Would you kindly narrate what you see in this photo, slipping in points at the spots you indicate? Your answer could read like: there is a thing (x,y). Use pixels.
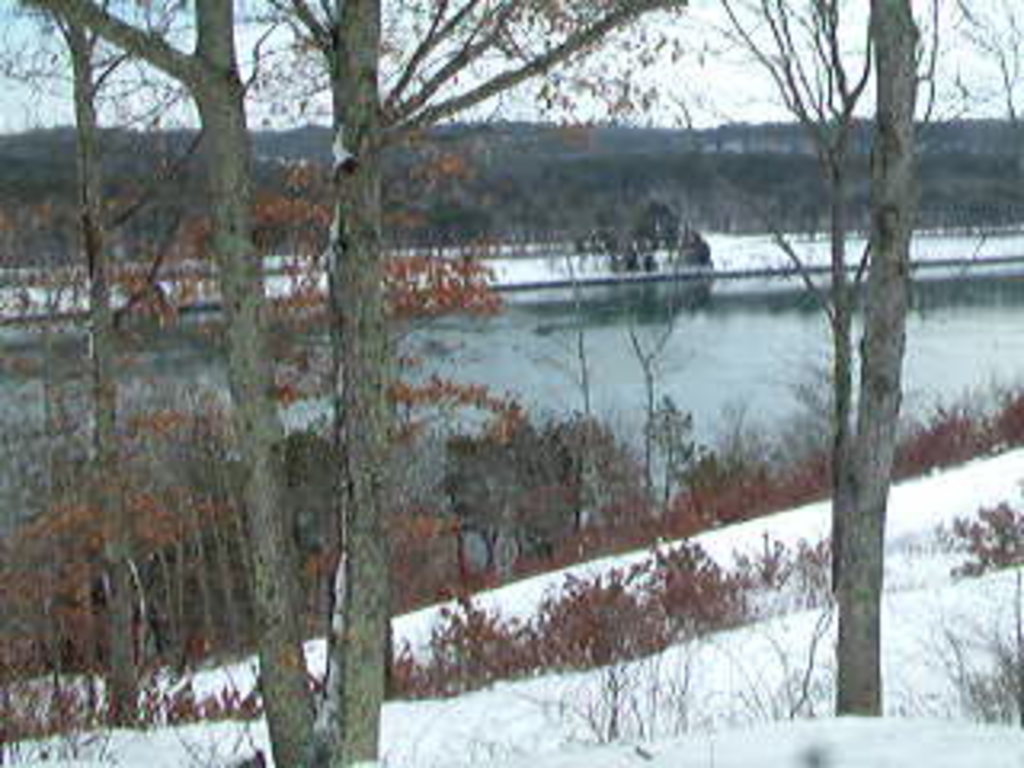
In this picture I can see water (672,377), trees (325,485) and plants (645,630). I can also see snow (795,636). In the background (641,16) I can see the sky (580,97).
